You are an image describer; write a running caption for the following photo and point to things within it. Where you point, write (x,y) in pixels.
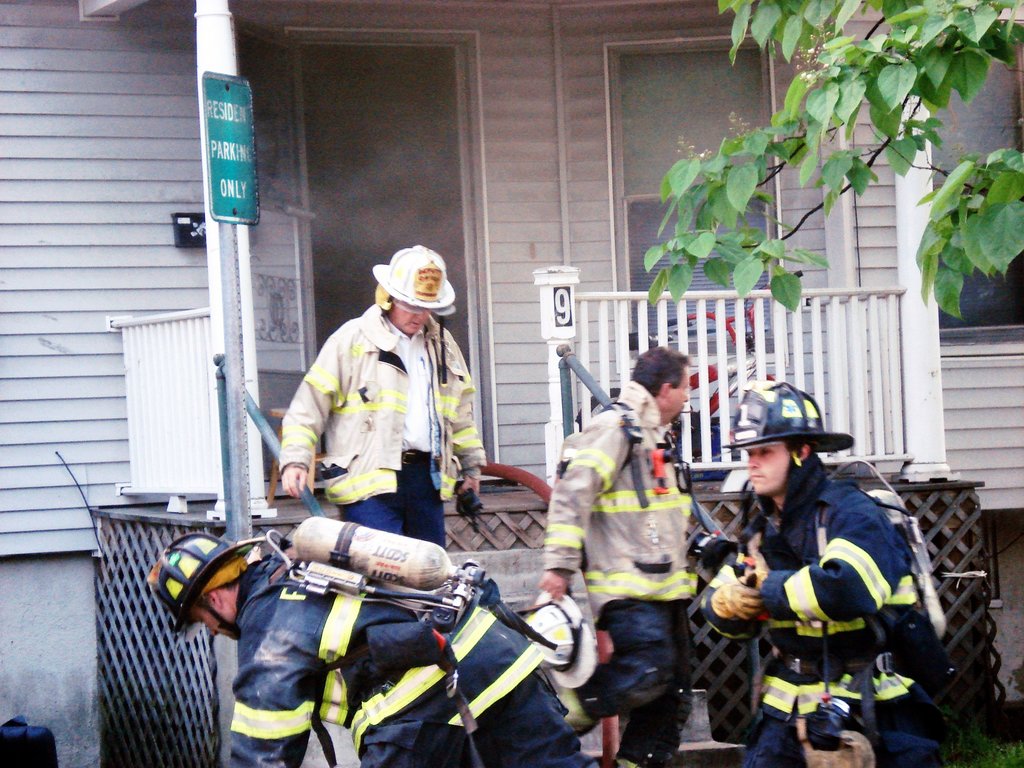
In the center of the image (405,503) we can see a few people (417,491) are standing and they are in different costumes (472,619). And we can see they are wearing jackets (587,566) and a few other objects (370,569). Among them, we can see three persons (410,368) are wearing helmets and two persons (666,611) are holding some objects (573,626). In the background (120,216) there is a wall (324,14), sign board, poles (234,299), fences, one tree (779,24), grass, windows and a few other objects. On the sign board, we can see some text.
